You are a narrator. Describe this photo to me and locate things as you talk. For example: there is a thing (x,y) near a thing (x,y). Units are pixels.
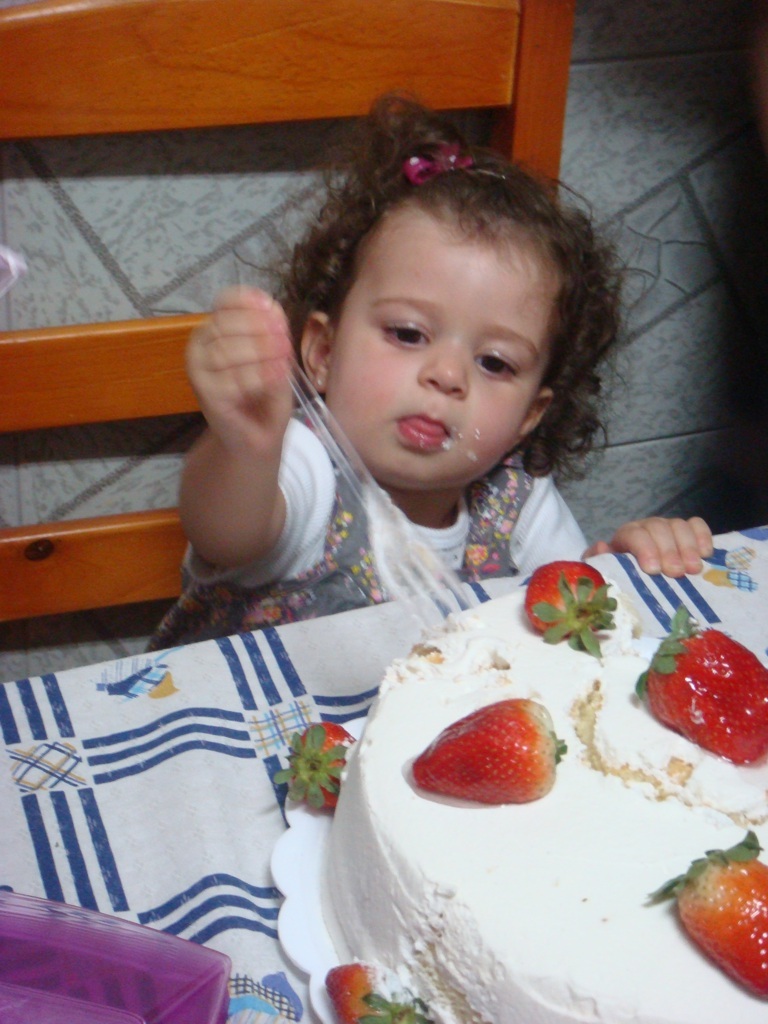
In the picture we can see a small girl (446,535) sitting on the chair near the table (617,575) and holding a fork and cutting a cake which is on the table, the cake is white in color with some strawberries (534,737) on it.
